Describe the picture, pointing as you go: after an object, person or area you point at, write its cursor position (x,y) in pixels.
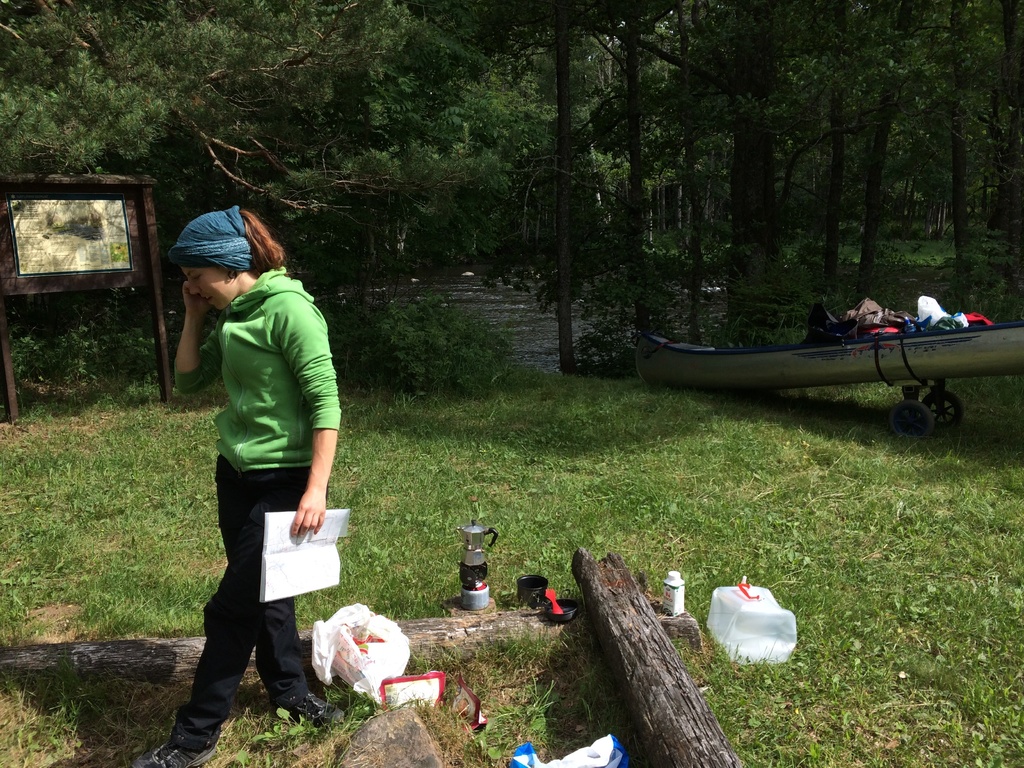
In this image we can see there is a woman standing on the ground (614,705) and holding papers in the hand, at the back (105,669) there are wooden logs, polythene covers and some objects (465,555) on it, on the right (710,368) it looks like a trolley (1008,349), there are clothes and some objects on it, at the back (108,9) there are many trees (505,255), grass (595,514), there is the water (597,289).
